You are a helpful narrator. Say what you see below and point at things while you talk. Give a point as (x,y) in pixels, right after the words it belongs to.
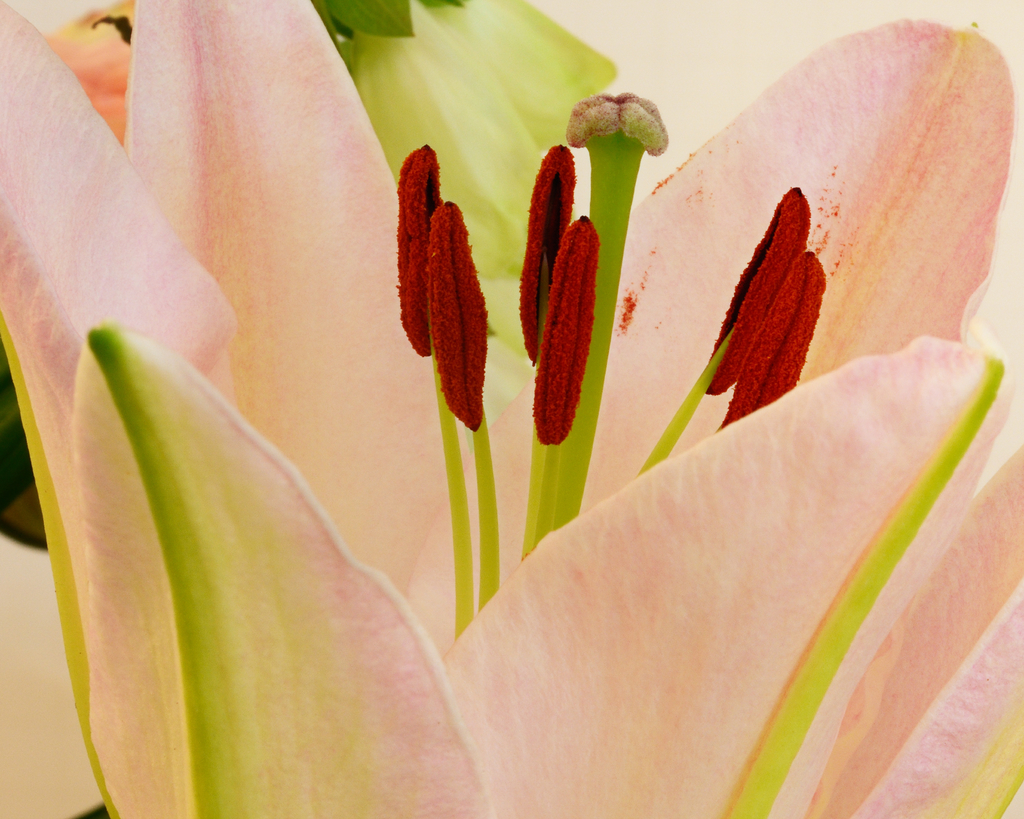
In this image we can see a flower (362,372) and it looks like a leaf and few flowers (527,112) in the background (537,140).
